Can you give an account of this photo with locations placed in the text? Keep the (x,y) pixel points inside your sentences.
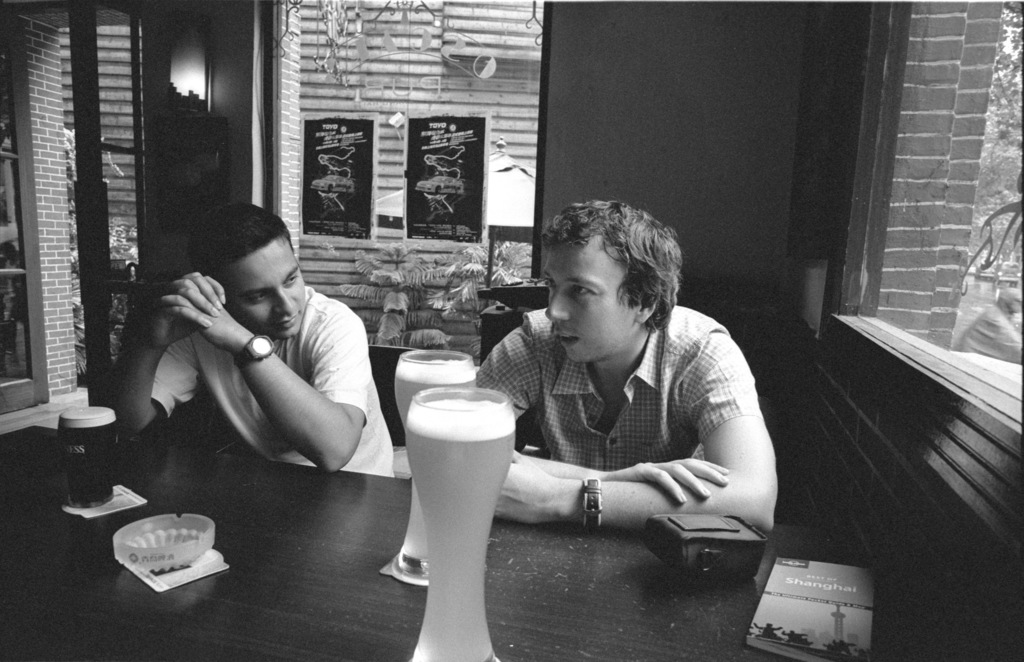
Two people (611,403) are sitting and there is a table (307,494) in front of them which has glasses (442,499) of beer (415,478) and some other objects (825,563) on it.
